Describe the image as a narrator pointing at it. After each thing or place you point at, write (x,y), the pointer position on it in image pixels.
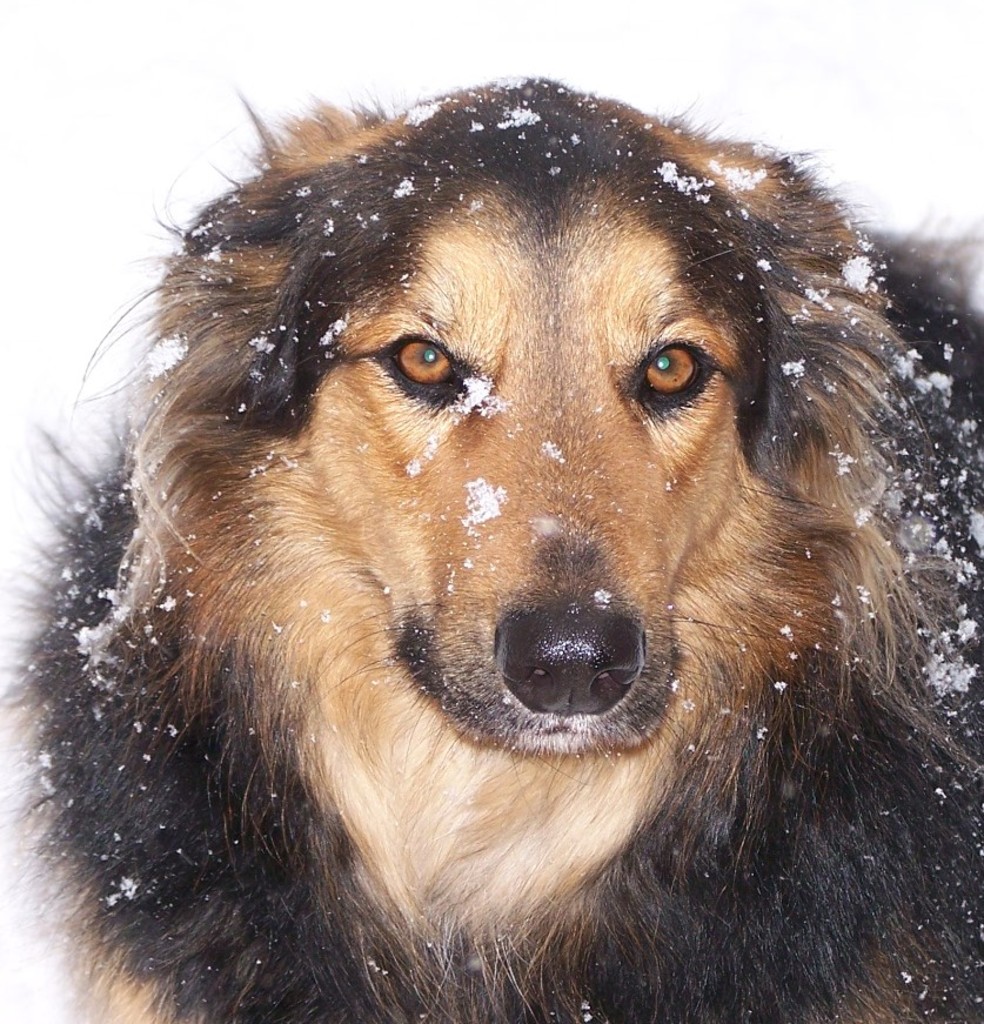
In this image we can see a dog (326,735) which is in brown and black color and we can see some snow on it.
